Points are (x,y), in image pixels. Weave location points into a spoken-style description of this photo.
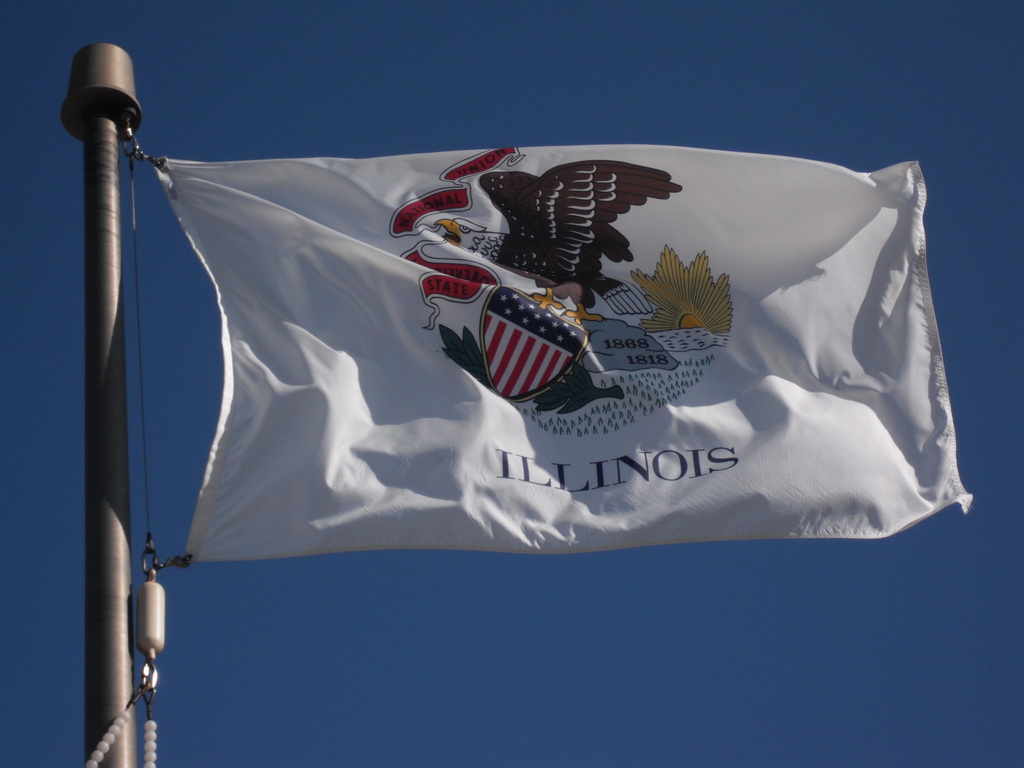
There is white color flag (597,253), which is attached to the silver color pole (105,138), which is having a thread (146,748). In the background (526,735), there is a blue color sky (404,576).
